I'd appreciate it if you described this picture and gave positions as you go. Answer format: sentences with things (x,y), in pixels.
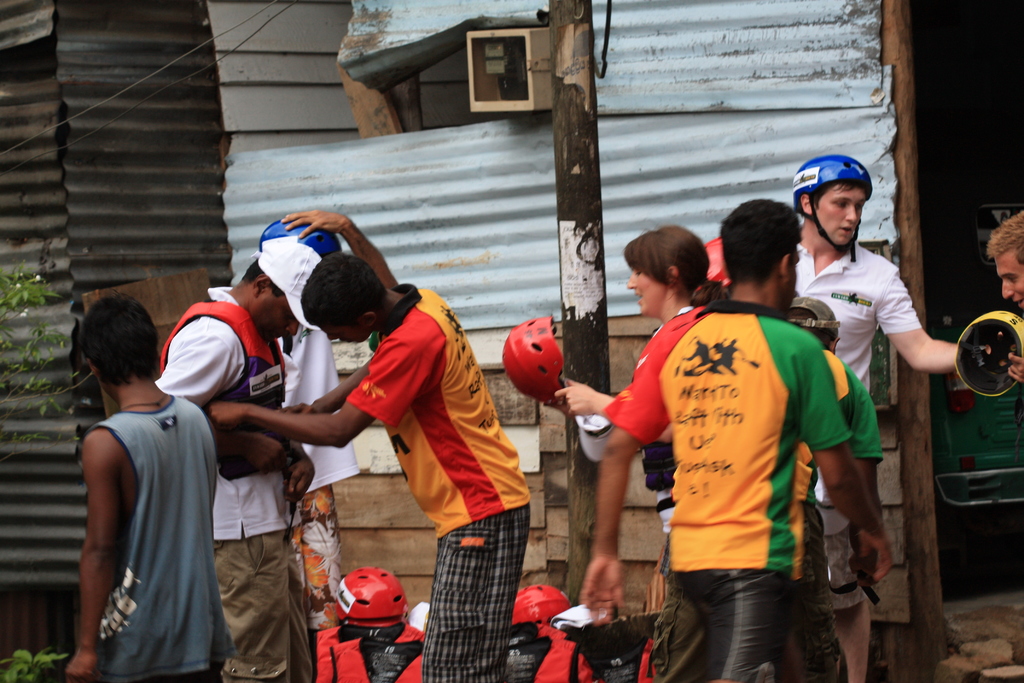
In the image, there are group of people (308,258) standing in front of the roofing sheets (673,171) and there is a pole (563,167) beside them and in front of the pole (590,332) there are red helmets (546,607).
